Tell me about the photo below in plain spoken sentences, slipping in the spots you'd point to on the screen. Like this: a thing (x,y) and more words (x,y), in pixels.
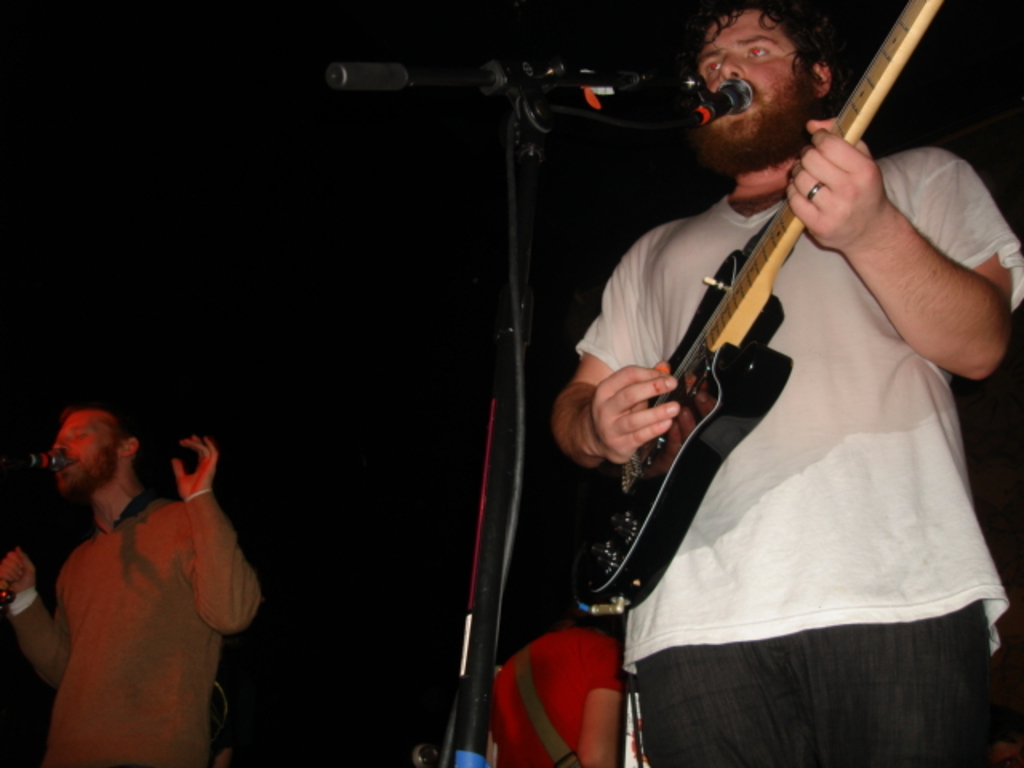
In this image i can see there are two men (811,358) standing in front of a microphone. The person (851,448) in the right side (745,427) is playing a guitar (775,380).
